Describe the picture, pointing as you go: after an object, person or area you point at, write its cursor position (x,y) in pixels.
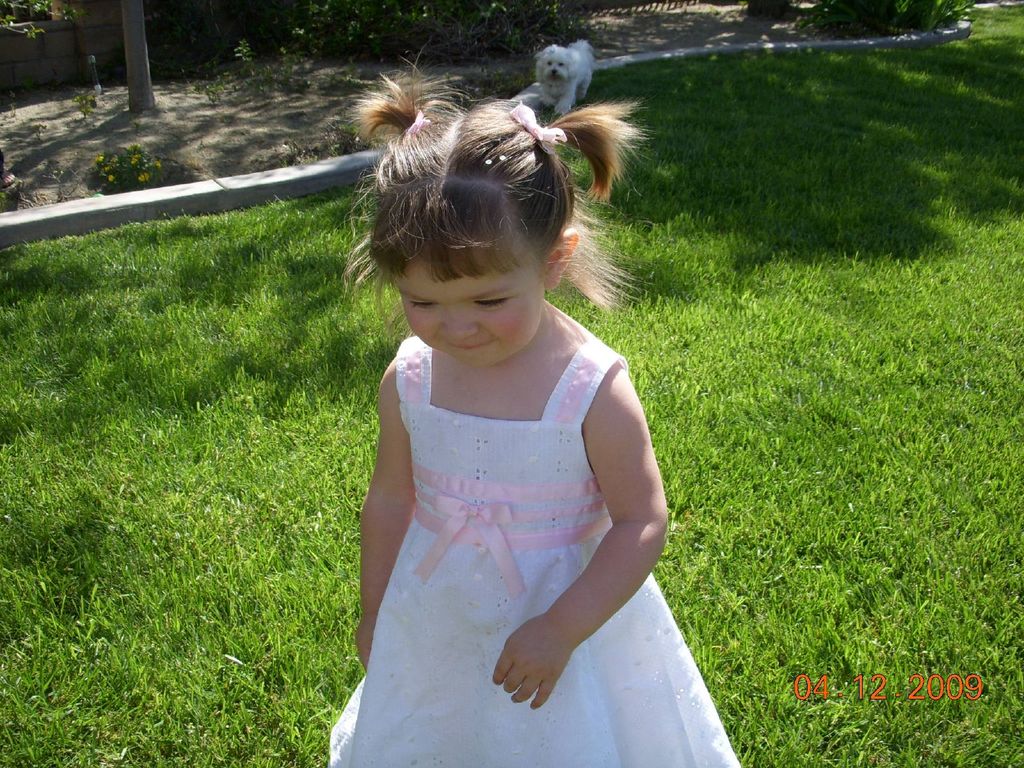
In this picture there is a kid (485,532) wearing white dress (469,560) is standing on a greenery ground (681,608) and there is a white color dog (559,71) behind her and there is something written in the right bottom corner (948,686).
